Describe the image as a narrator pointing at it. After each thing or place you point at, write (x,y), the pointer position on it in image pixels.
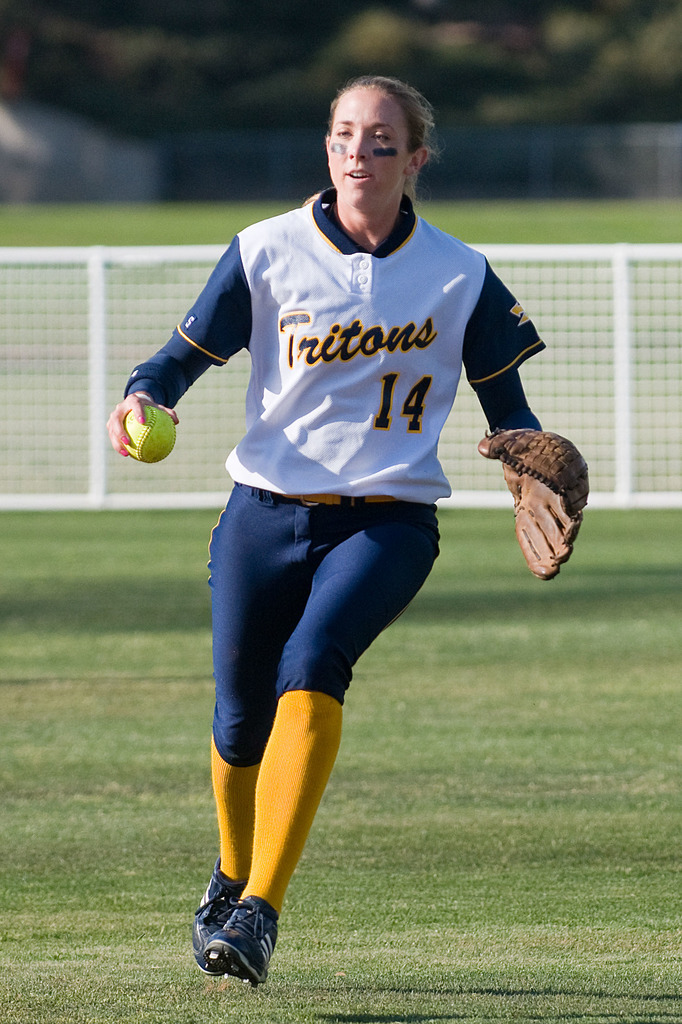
In this image there is a lady (373,363) holding ball (154,429) and wearing gloves (528,485) in her hands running on a ground (504,588), in the background (13,298) there is fencing (24,316) and it is blurred.
